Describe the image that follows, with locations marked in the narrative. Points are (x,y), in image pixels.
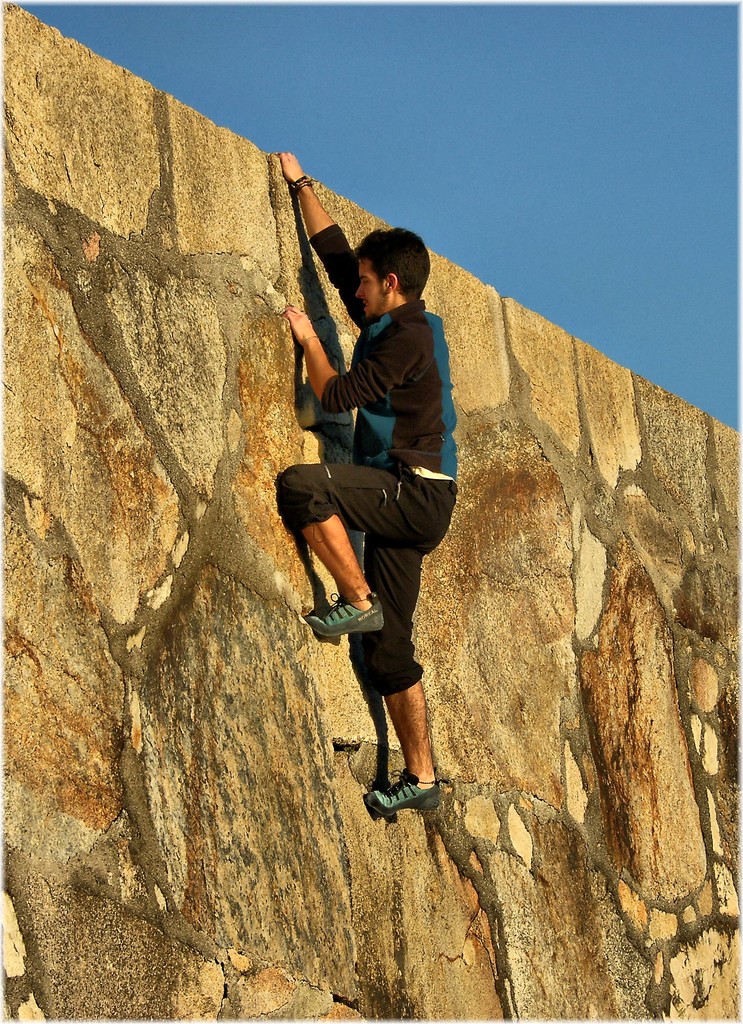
In this image there is a person (397,513) climbing the wall (294,605). Right top there is sky (543,132).
